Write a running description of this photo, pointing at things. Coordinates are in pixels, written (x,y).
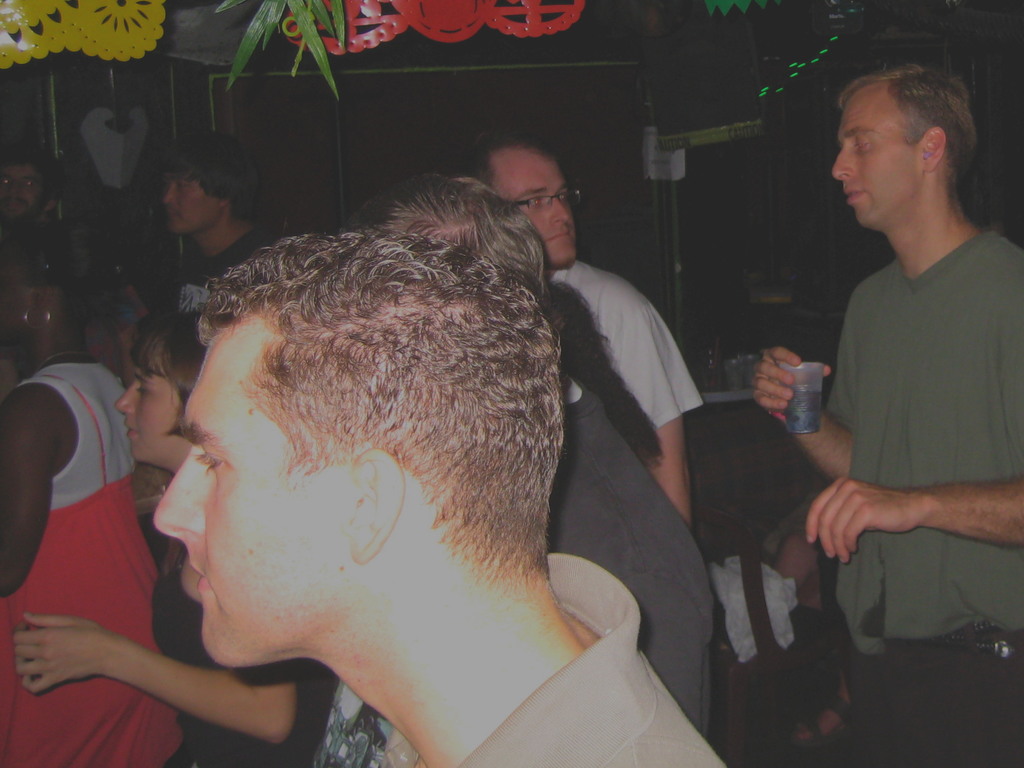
In this image we can see one man (910,262), who is holding glass (820,384) in his hand (777,403) and he is wearing green color t-shirt (939,611). Beside him so many people (494,375) are standing. Roof (105,19) of the room (622,13) is decorated with some colored things (333,39) and leaf (307,27).
